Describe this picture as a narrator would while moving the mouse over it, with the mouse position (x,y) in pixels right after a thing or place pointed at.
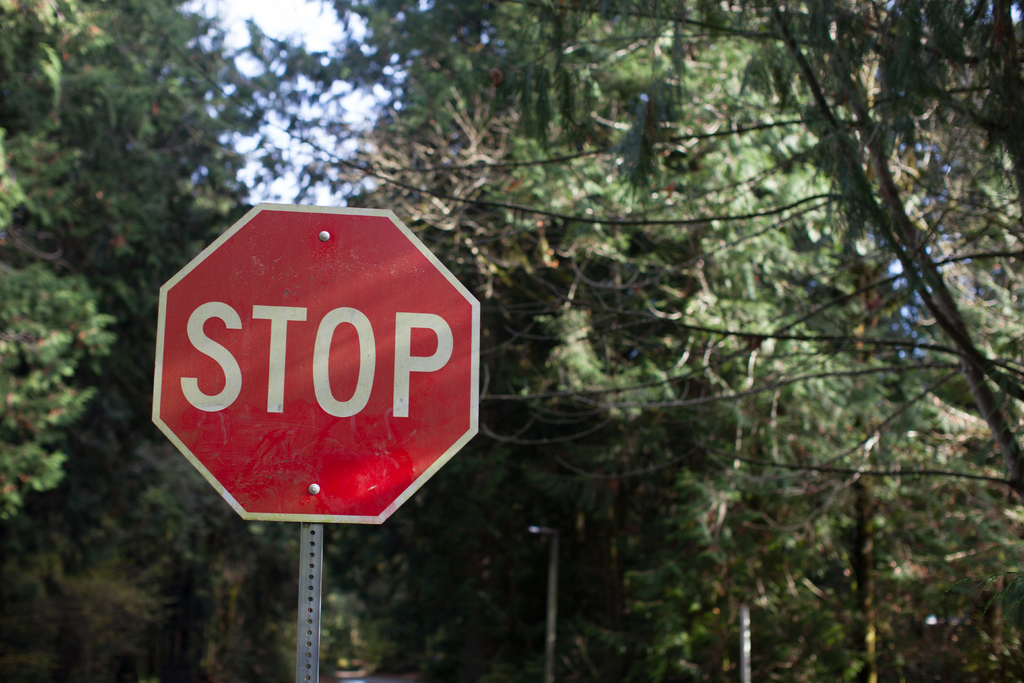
In this picture, we can see a board (323,441) with some text (271,394), poles (549,682), trees (66,455) and the sky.
